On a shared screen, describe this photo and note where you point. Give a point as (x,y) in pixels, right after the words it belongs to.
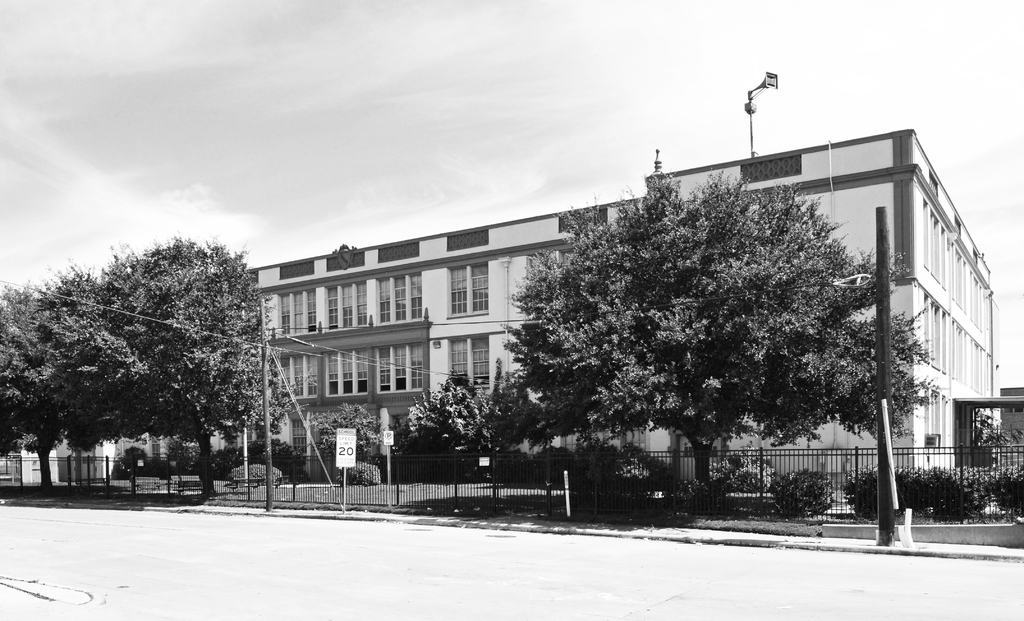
In this image we can see a building (379,334). In front of the building (657,436) we can see a group of trees (520,398), plants (237,468), grass (427,491), fencing (464,473) and poles (388,457) with boards (487,457). At the top (476,105) we can see the sky (426,79).
